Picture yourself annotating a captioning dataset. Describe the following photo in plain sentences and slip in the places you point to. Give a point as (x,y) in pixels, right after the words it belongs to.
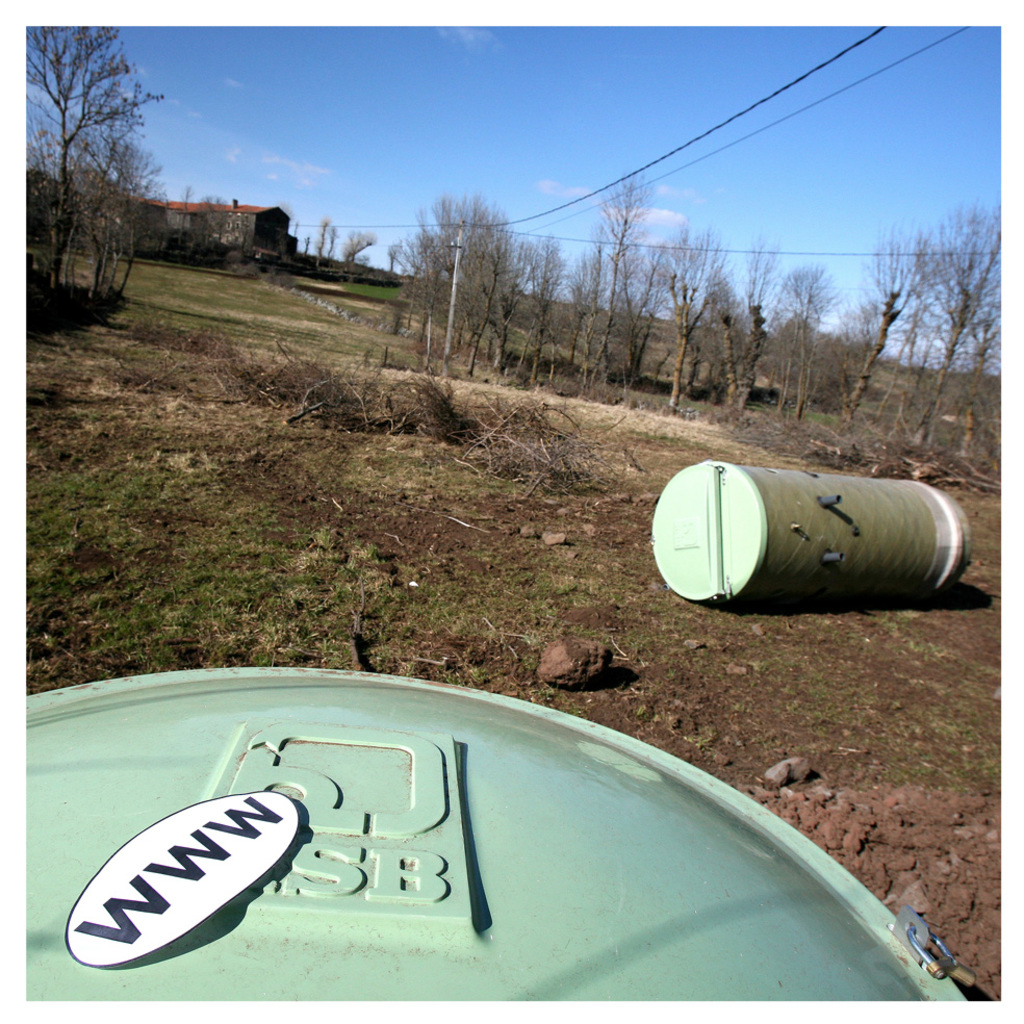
In this image we can see two barrels (596,729), rocks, mud (592,494), plants (178,280), trees (124,288), there is a house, wires (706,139), also we can see the sky (535,164).
